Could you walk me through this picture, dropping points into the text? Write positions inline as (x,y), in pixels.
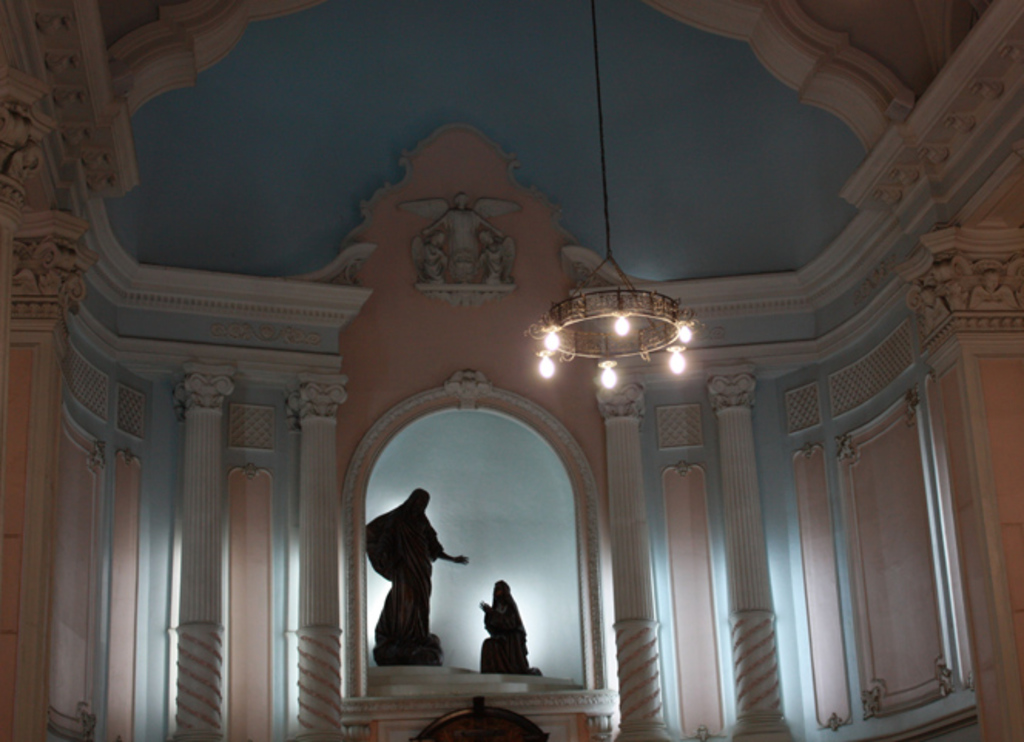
In this image we can see an inside view of a building (691,631). There are pillars (336,554) and an arch (355,467). Near to the arch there are statues (485,611). Also there is a chandelier (592,309). On the wall (914,387) there are sculptures (471,224).
